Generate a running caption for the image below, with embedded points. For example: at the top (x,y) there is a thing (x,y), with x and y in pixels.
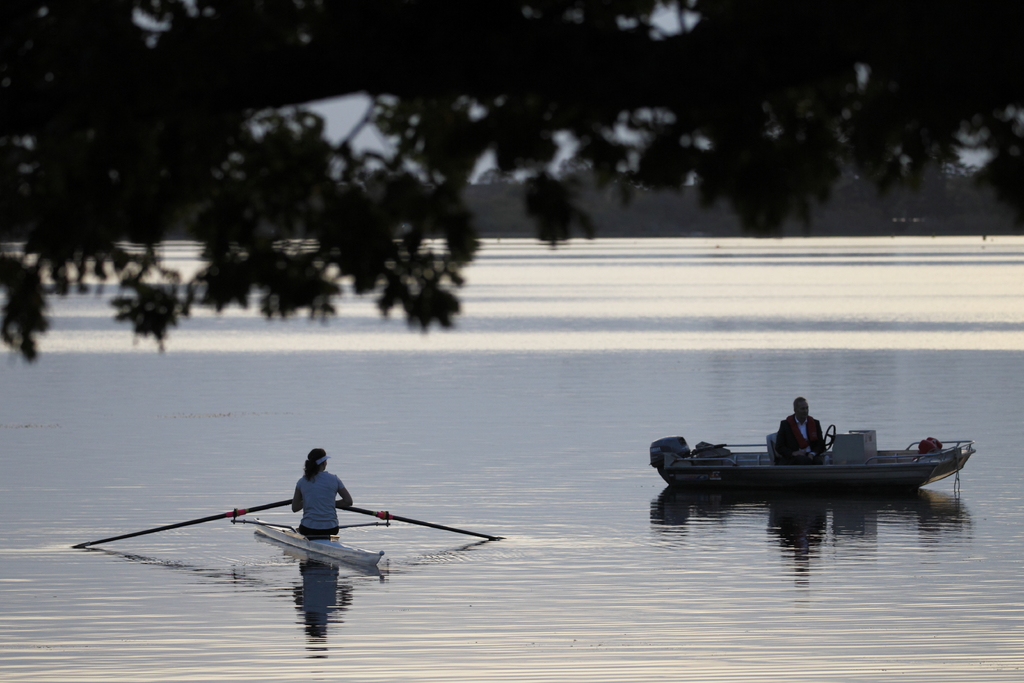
In this picture, on the right side (733,445), we can see a man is sitting on the boat (759,482). On the left side (328,489), we can also see a woman (313,490) is sitting on the boat (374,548). In the background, we can see some trees (903,231). On the top (674,15), we can see some trees (469,32) and a sky (358,155), at the bottom (599,462) there is a water (637,408) in a lake (826,367).
